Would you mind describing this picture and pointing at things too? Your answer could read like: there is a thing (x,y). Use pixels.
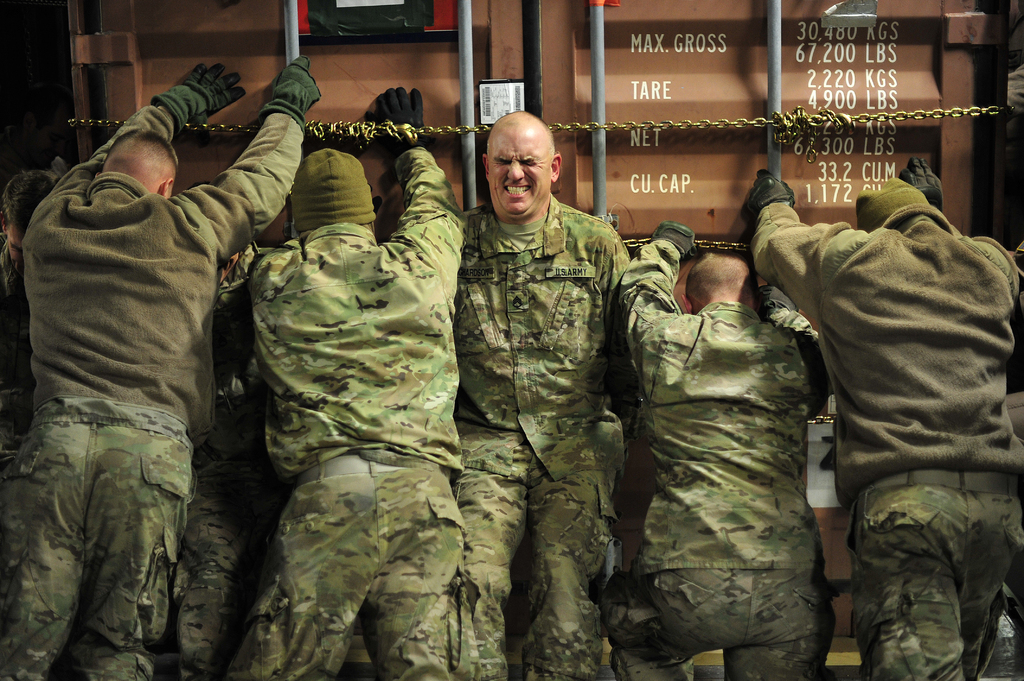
In this image I can see there are five men (519,261) pushing a door (460,33) of a truck (441,70) and they are wearing army uniform (455,418).
